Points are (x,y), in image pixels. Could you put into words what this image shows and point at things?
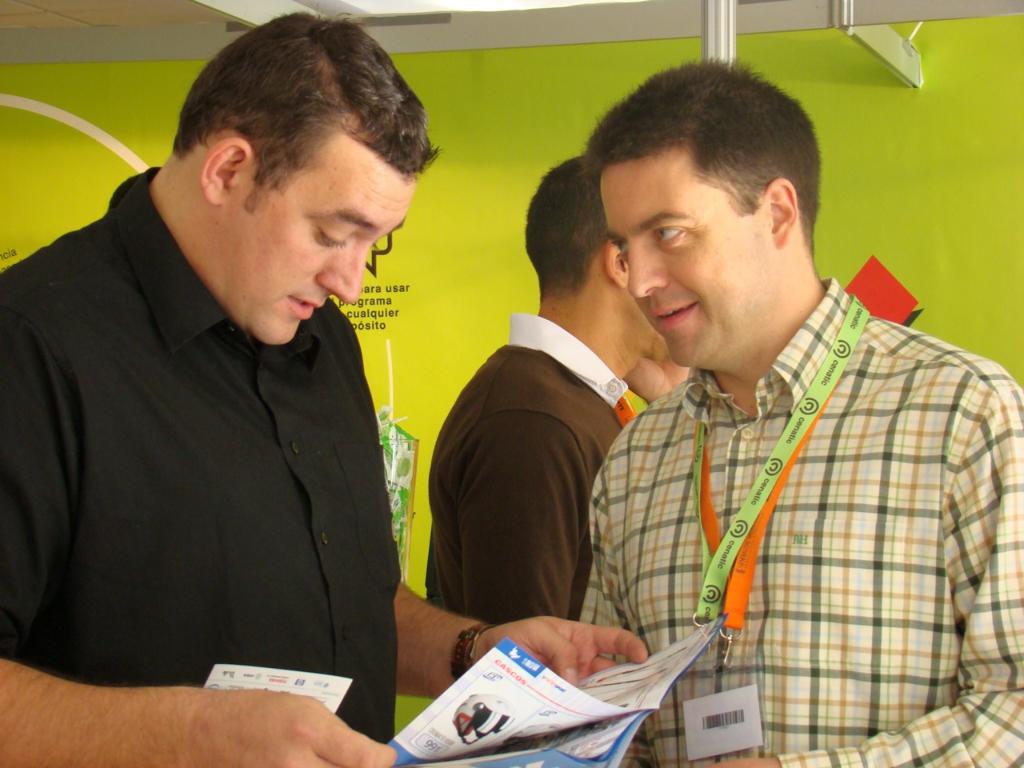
In this picture I can see three persons (623,214), there is a person (317,552) holding a book (491,740), and in the background (406,57) there is a board (396,364).
